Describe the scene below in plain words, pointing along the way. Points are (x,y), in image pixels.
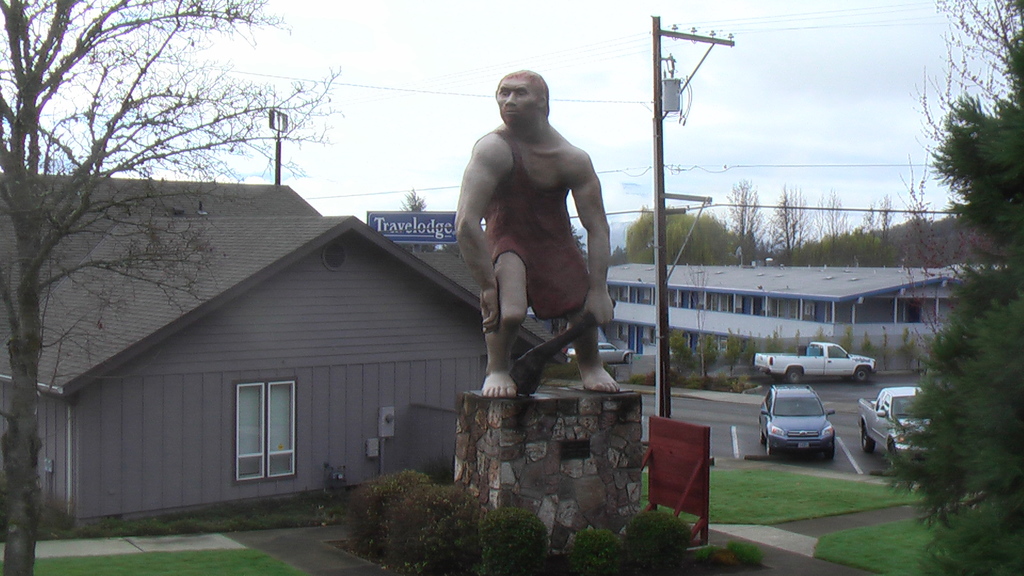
In the center of the image (558,280) there is a statue (591,364) on the ground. On the right side of the image (697,300) we can see buildings (753,352), cars (817,416) and trees (1012,234). On the left side of the image (131,28) we can see houses (183,320), trees (46,169), grass (163,565) and plants (382,559). In the background (843,154) there is sky (733,139) and clouds (464,41).
